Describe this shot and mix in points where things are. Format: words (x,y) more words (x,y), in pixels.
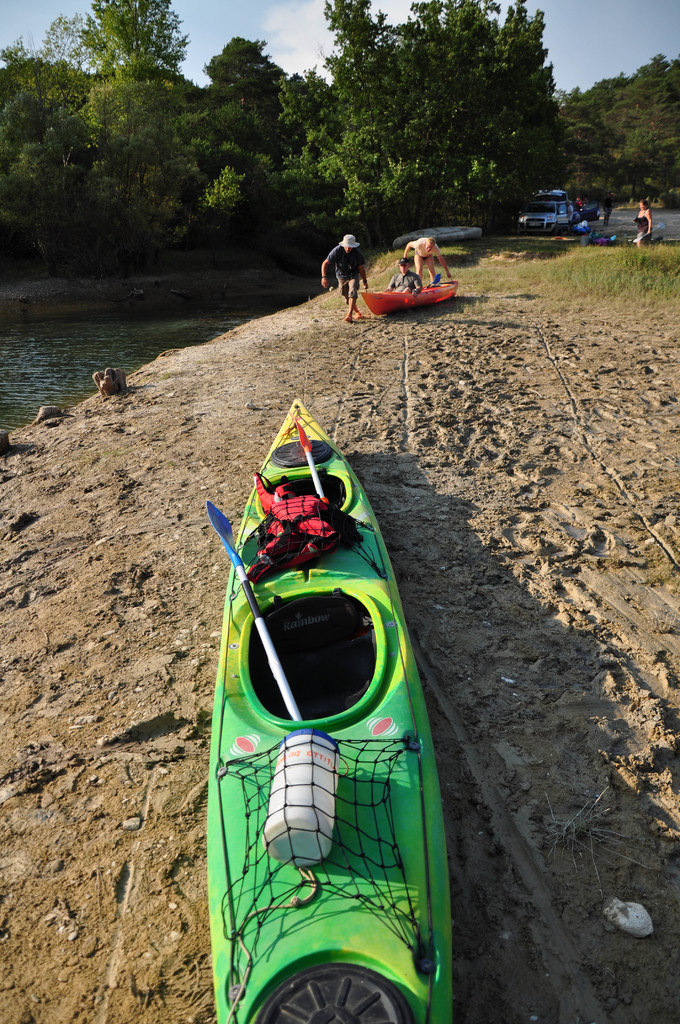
At the bottom of this image (243,960), there is a boat (251,995) on the ground (430,311). In the background (41,318), there are trees (443,92), water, persons (344,275), grass (670,288) and there are clouds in the sky (556,14).
